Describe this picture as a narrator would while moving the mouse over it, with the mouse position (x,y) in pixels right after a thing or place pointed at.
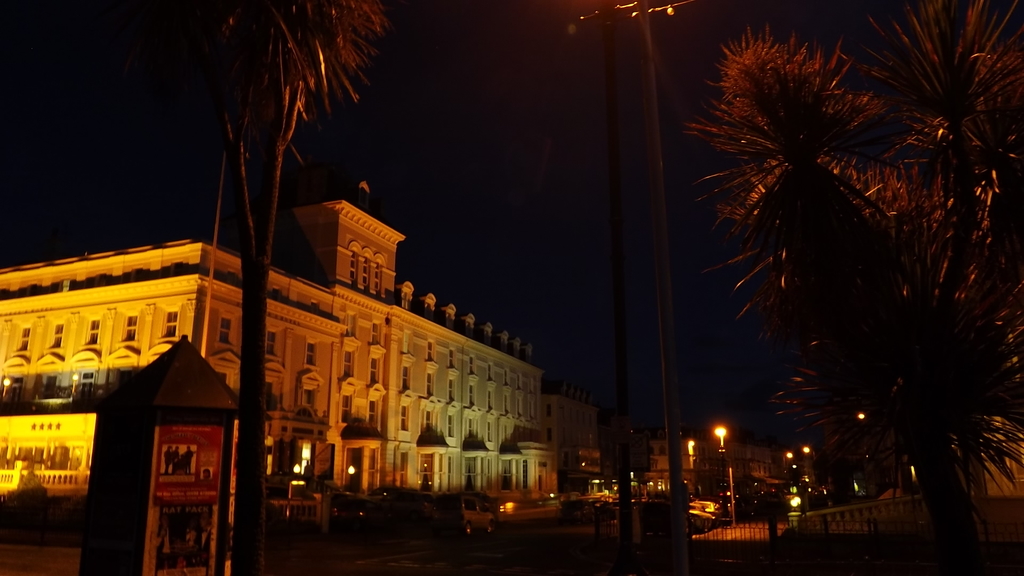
As we can see in the image there are trees (801,285), street lamps (681,543), buildings (136,332) and on the top (537,133) there is sky (536,139).
